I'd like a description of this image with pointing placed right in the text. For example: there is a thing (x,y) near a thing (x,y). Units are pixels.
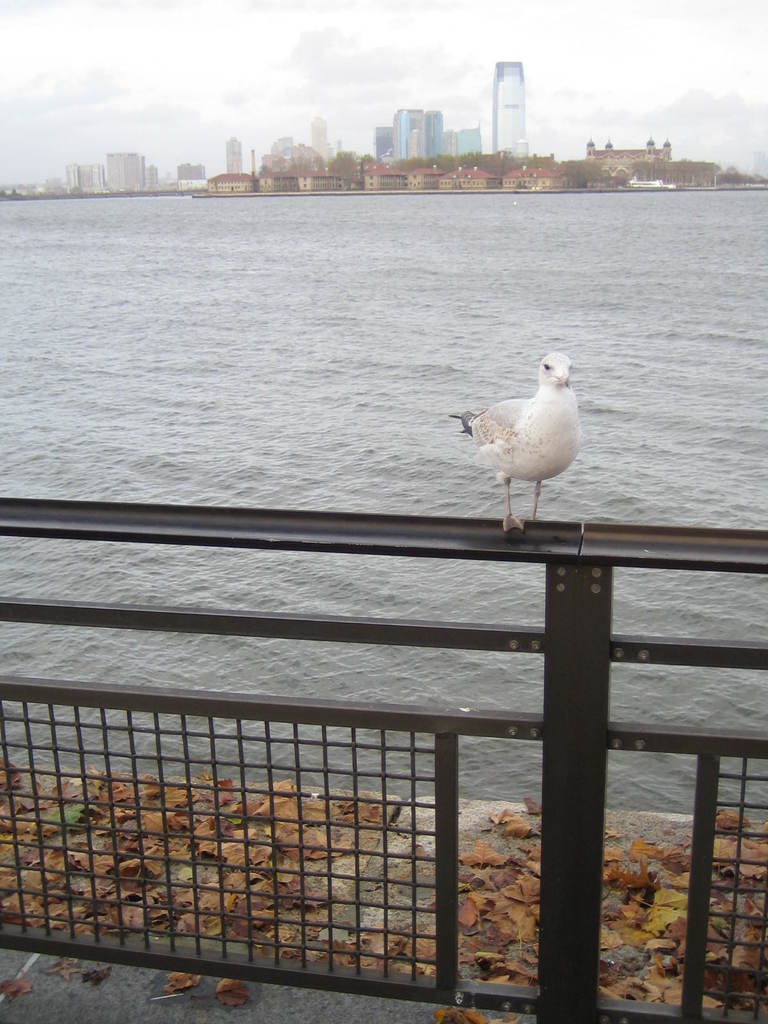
As we can see in the image there is fence (436,861), dry leaves (339,854), water (286,414), trees (571,164), bird (555,372) and sky (291,15).
